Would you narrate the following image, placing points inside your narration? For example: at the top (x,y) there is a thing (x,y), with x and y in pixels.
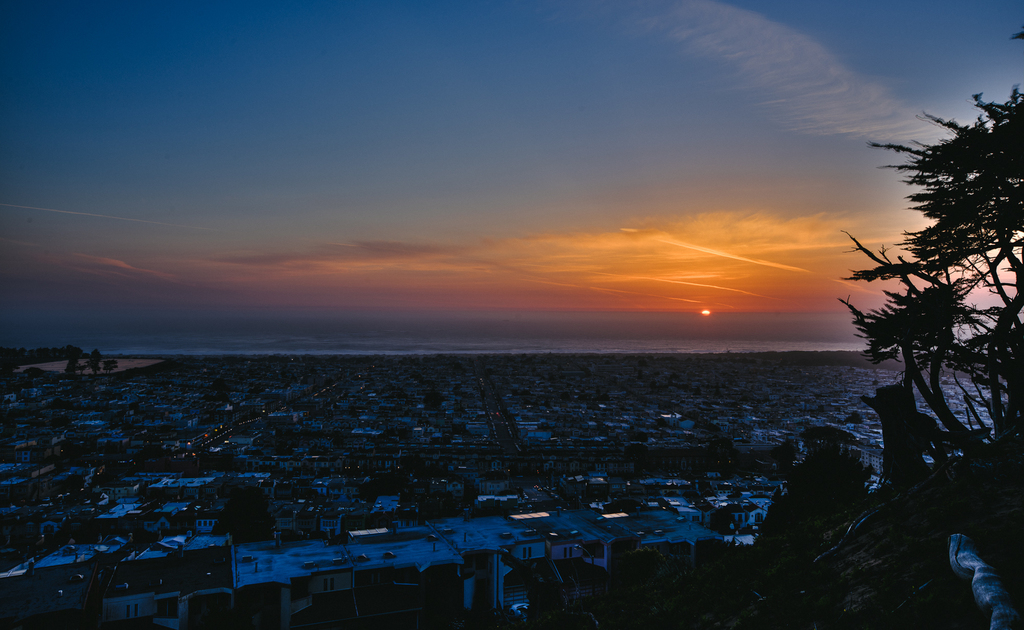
In this image we can see the aerial view of a city (483,490), there are some houses (532,450), trees (984,201), also we can see the sun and the sky (679,282).
